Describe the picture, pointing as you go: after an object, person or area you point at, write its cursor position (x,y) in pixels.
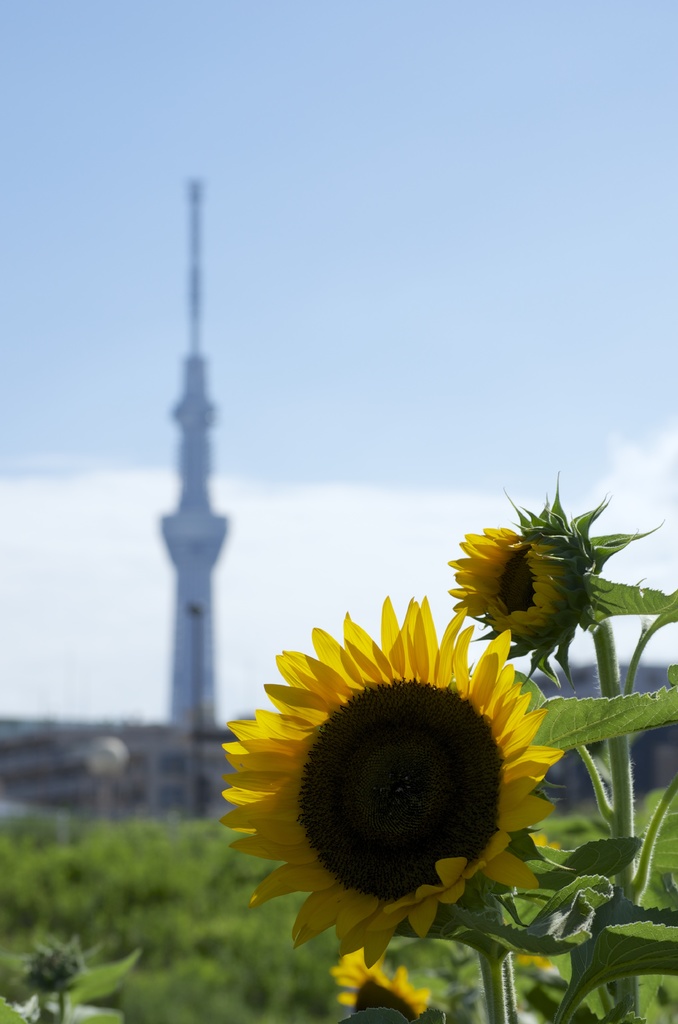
In this picture, we can see plants (666,949), flowers (477,826), and the blurred background (145,902), we can see ground (133,892), tower (182,702), and the sky (296,522).
